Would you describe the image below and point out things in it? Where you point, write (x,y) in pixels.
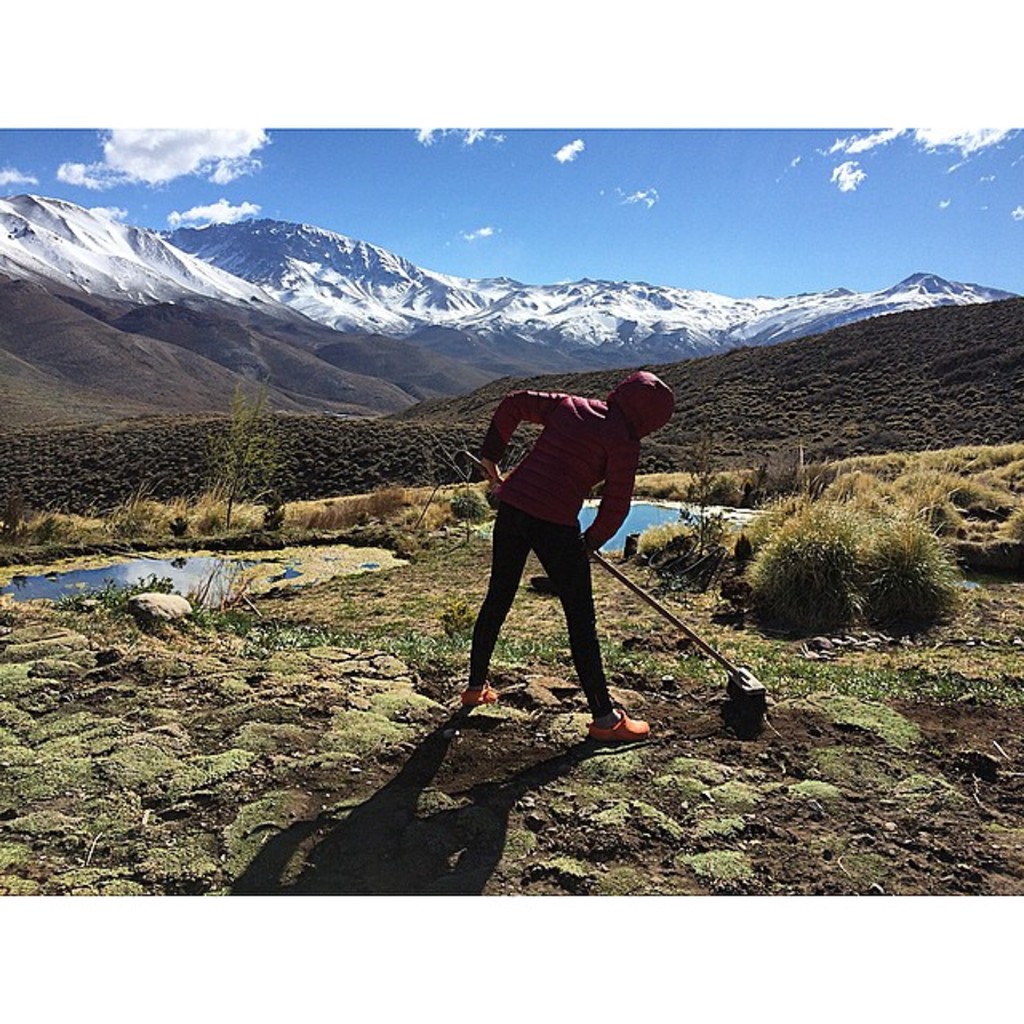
Here we can see a woman (530,537) standing on the ground (519,612) by holding an object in her hand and there is a small pond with water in it. In the background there are mountains (46,325), snow mountains (360,246) and clouds (152,156) in the sky (400,219).
